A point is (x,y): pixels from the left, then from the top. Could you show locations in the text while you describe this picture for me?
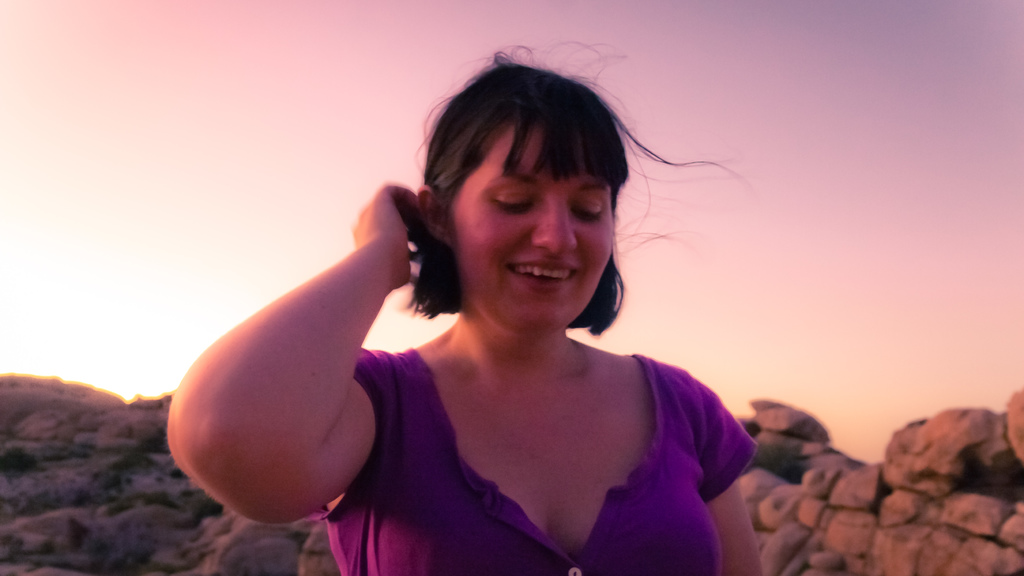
In this picture I can see a woman (394,429) smiling, there are rocks (913,486), and in the background (686,98) there is the sky (680,81).
